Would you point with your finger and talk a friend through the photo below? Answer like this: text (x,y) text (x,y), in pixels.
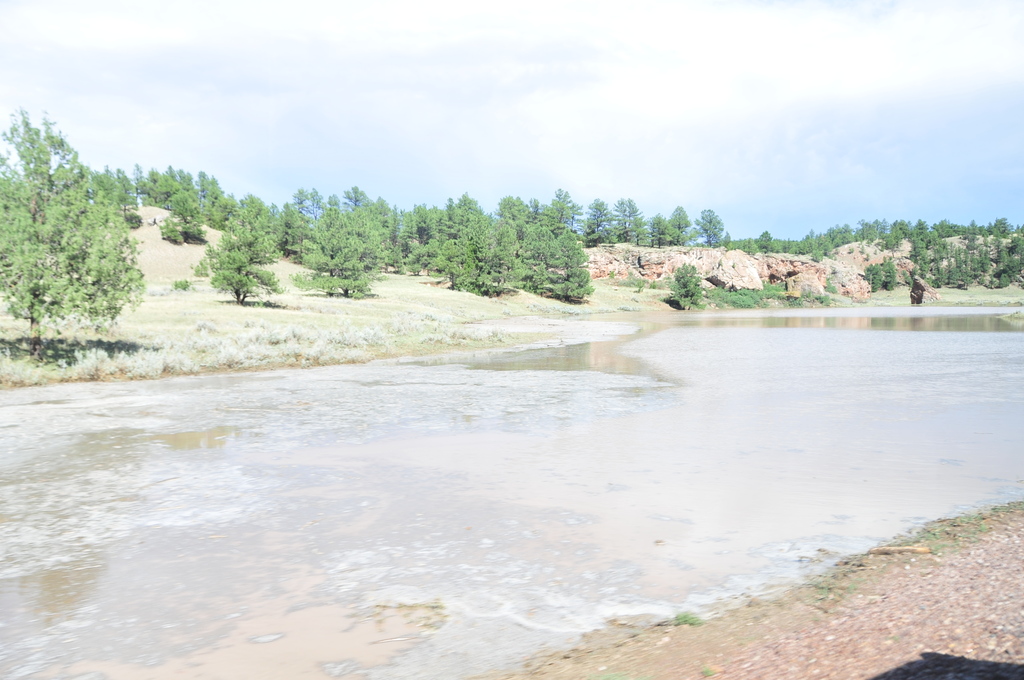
In this image we can see a group of trees (358,271) and some plants (313,348). In the foreground of the image (671,405) we can see water (689,405), we can also see some rocks (707,274). At the top of the image (409,17) we can see the sky (485,32).
